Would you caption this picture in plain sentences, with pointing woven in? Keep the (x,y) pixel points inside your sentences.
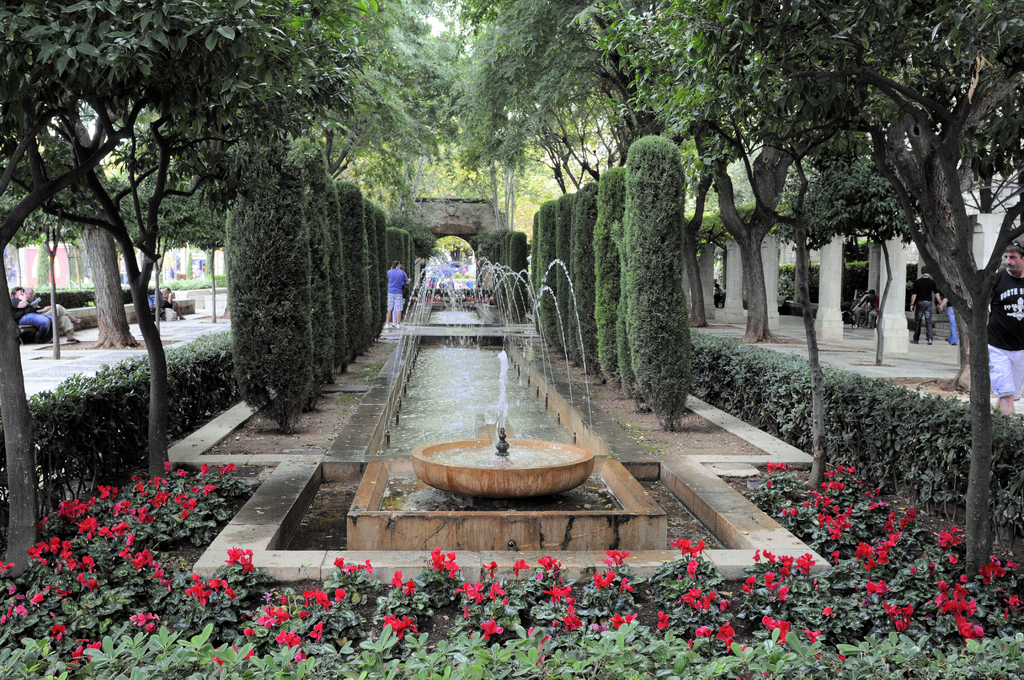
These are the trees (219,177) with branches (203,178) and leaves (622,289). I can see the water fountain (430,448). These are the bushes (764,397). There are few people (950,311) standing and few people (868,302) sitting. At the bottom of the image (152,592), I can see the plants (766,644) with the flowers (122,528), which are red in color. I think these are the pillars (770,273).
